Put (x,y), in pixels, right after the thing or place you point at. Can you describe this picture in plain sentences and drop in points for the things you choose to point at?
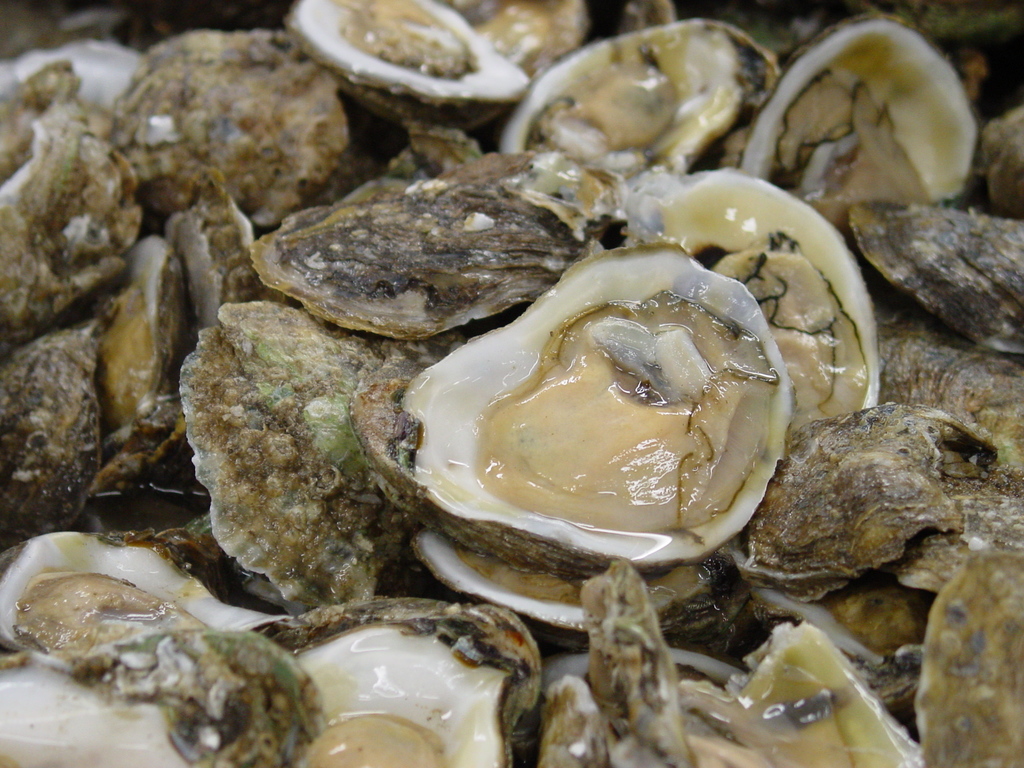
In this image I can see number of shells (299,261) which are white, brown and black in color and on the shells (462,375) I can see a cream and white colored object (608,408).
